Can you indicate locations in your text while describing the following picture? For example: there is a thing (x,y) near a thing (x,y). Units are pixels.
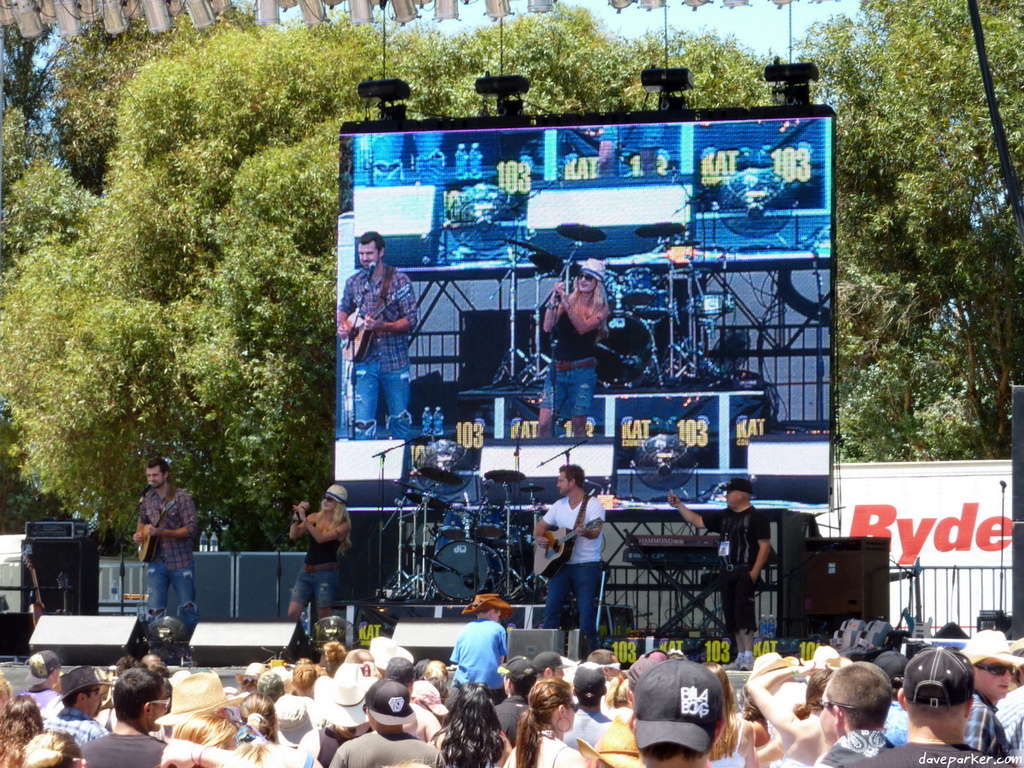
Here in this picture we can see a group of people (575,499), who are a band (737,533) performing on the stage (168,603) over there and we can see all musical instruments (646,560) and microphones (381,478) present on the stage (545,602) over there and behind them we can see a digital screen (354,159), in which we can see them performing and in front (98,704) of them we can see number of people (1011,670) present, watching their performance and behind them we can see trees (180,36) present all over there.
